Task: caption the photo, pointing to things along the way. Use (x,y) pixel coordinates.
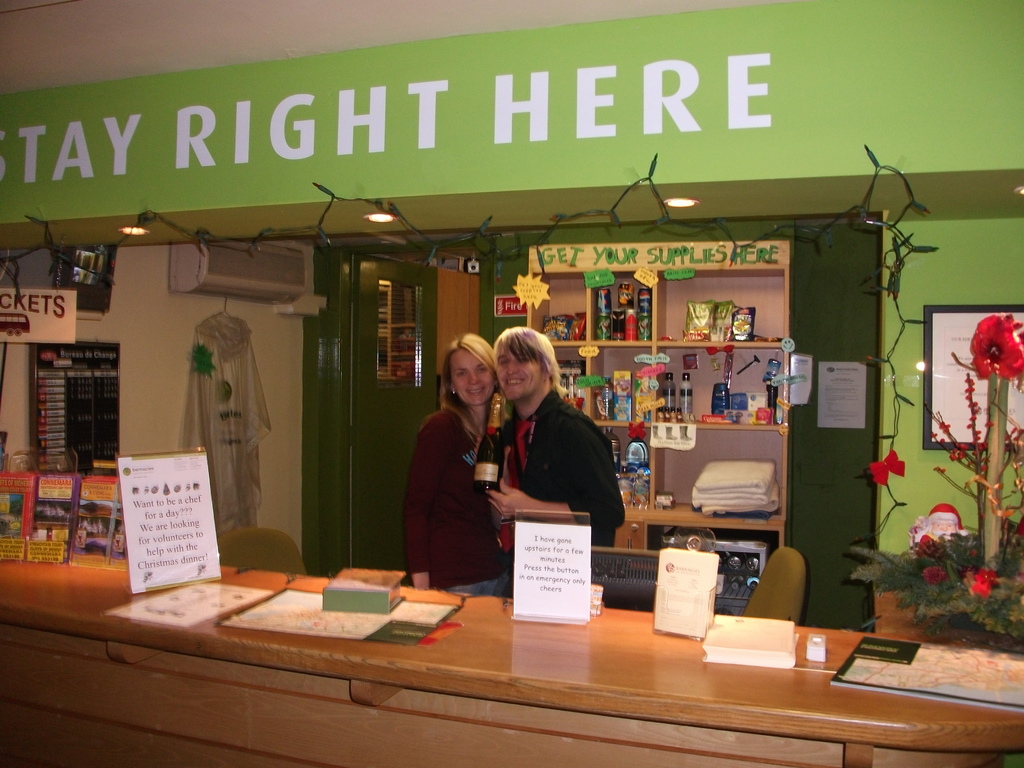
There are two people (456,475) standing together holding a bottle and behind there is a grocery (748,368) and a table (466,671) in front of them.
